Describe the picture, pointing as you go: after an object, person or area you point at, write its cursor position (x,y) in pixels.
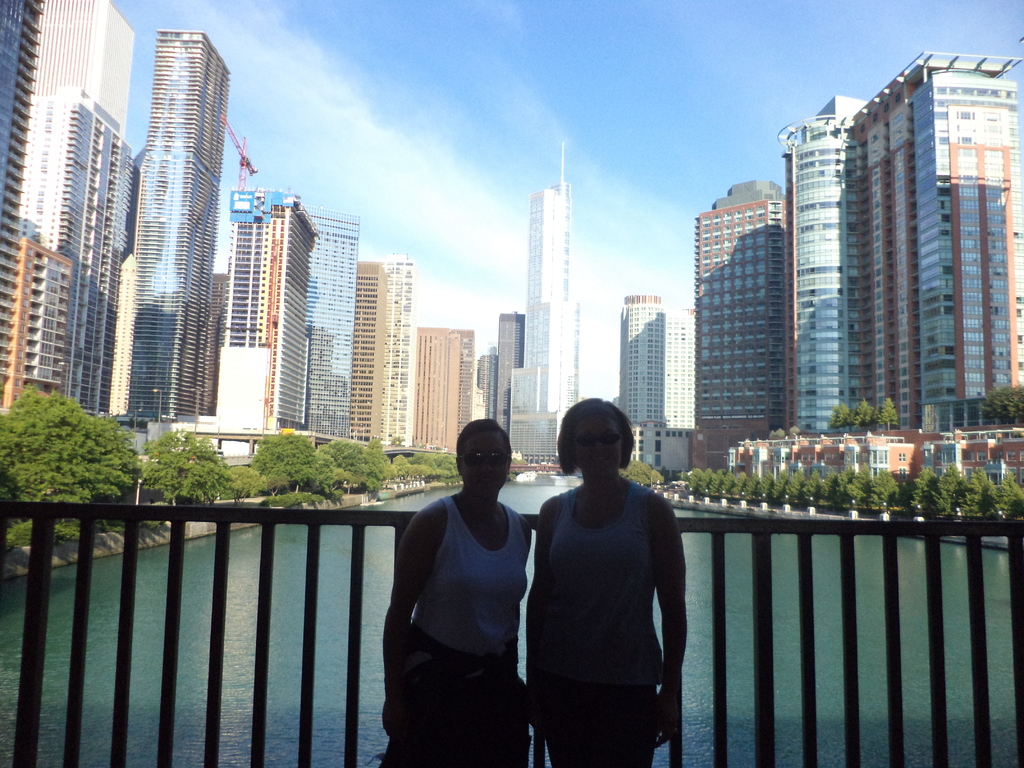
Here there are buildings (537,271) with the windows (730,311), two people (545,637) are standing, here there is water (743,612), here there are trees (761,488) and this is sky (587,98).
